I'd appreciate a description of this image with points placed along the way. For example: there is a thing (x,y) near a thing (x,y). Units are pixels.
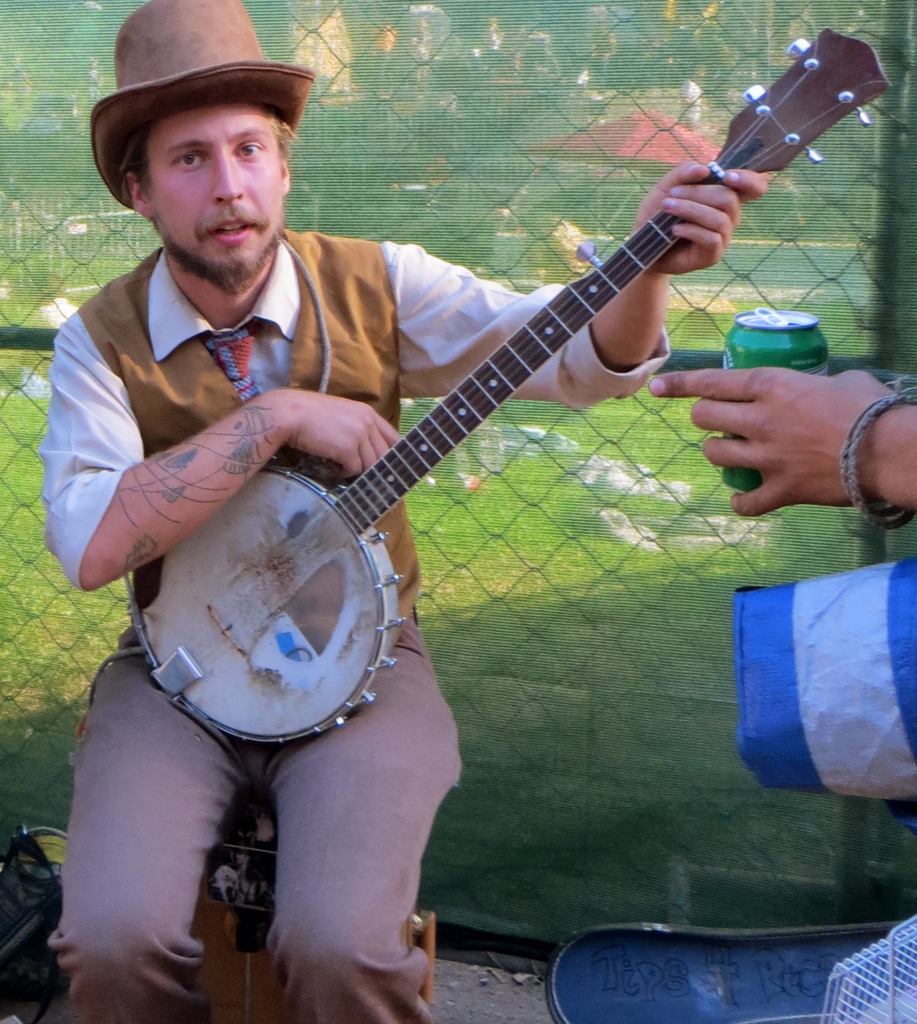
In this image, we can see a person (191,755) holding a musical instrument (386,591) with his hand (657,208). There is an another person hand (846,433) on the right side of the image (874,447) holding a tin (763,344). There are objects (865,975) in the bottom right of the image (715,972). In the background (782,880), we can see a mesh (654,65).
